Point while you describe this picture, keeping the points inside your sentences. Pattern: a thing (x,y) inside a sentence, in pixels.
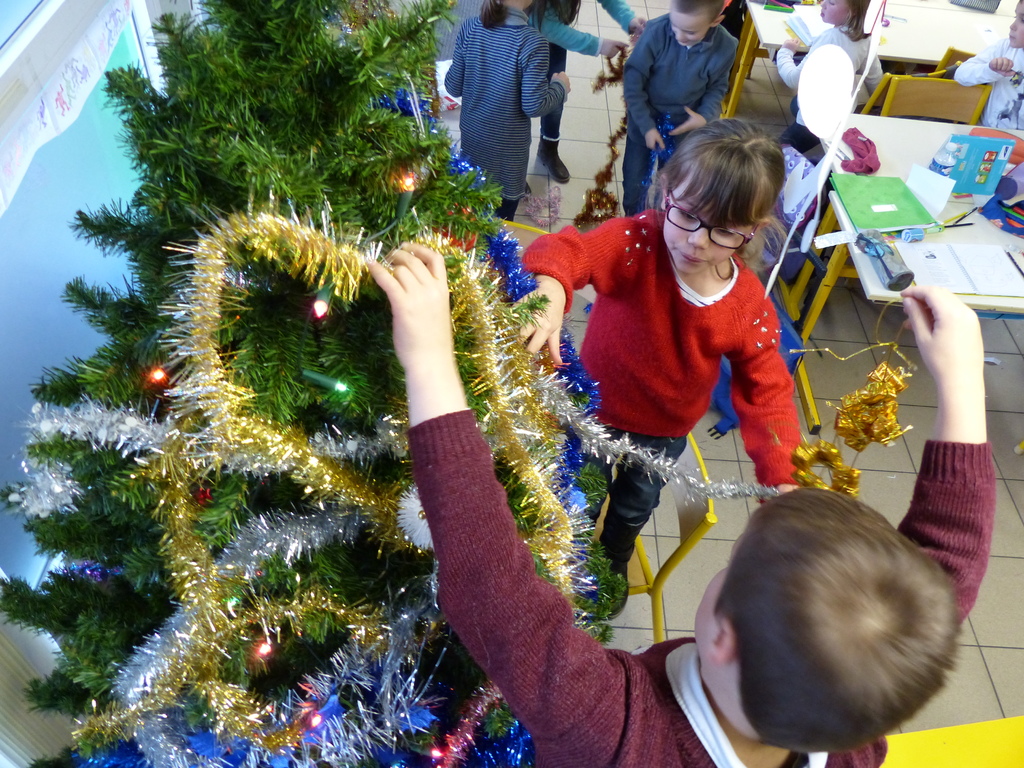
In the center of the image (679,306) we can see two kids (701,273) are standing on the chairs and they are holding some decorative items (587,421). Among them, we can see one kid (701,324) is wearing glasses (733,242). Beside them, we can see one Xmas tree (332,339). On the Xmas tree (292,493), we can see the lights (325,381) and some decorative items (269,419). In the background (747,10) there is a wall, glass (133,46), tables (888,155), chairs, books (904,194), one cloth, banners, few kids (555,102) are standing, few kids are holding some objects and a few other objects (961,4).
